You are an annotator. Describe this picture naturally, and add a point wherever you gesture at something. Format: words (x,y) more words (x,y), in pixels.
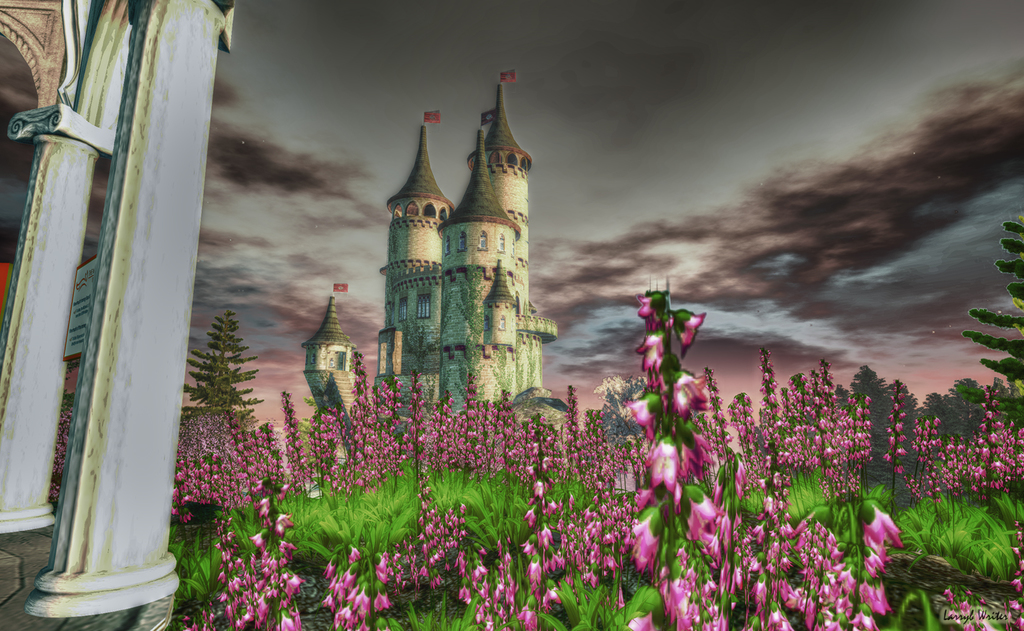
In the image there are many flower plants (233,467) in the front (901,499) with a castle (384,342) behind it, on the left side (197,60) there are pillars (111,150) and above its sky (682,146) with clouds (874,220), this seems to be a painting.
